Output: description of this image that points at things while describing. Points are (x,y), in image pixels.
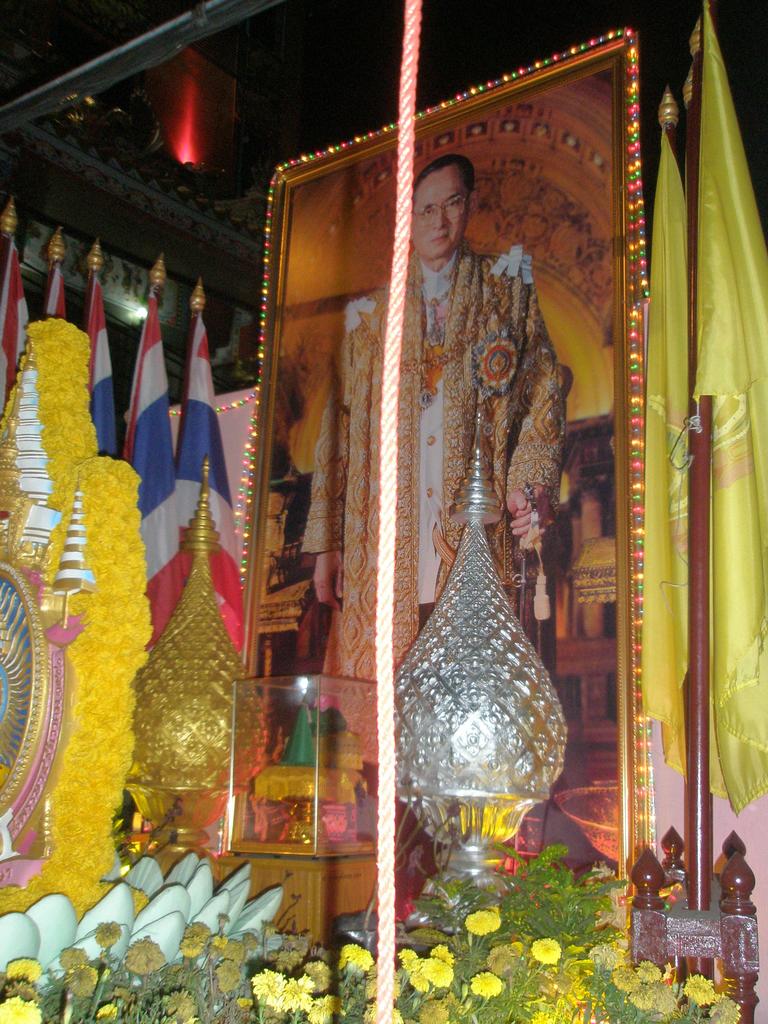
In this image I can see the frame (291,372). In the frame (283,325) I can see person (336,494) with the dress (402,485). In-front of the person (353,490) I can see many decorative objects (199,784) and the flowers (242,950). I can see these flowers (235,966) are in yellow and brown color. To the side of the frame (262,476) I can see many flags (758,471) which are colorful.
